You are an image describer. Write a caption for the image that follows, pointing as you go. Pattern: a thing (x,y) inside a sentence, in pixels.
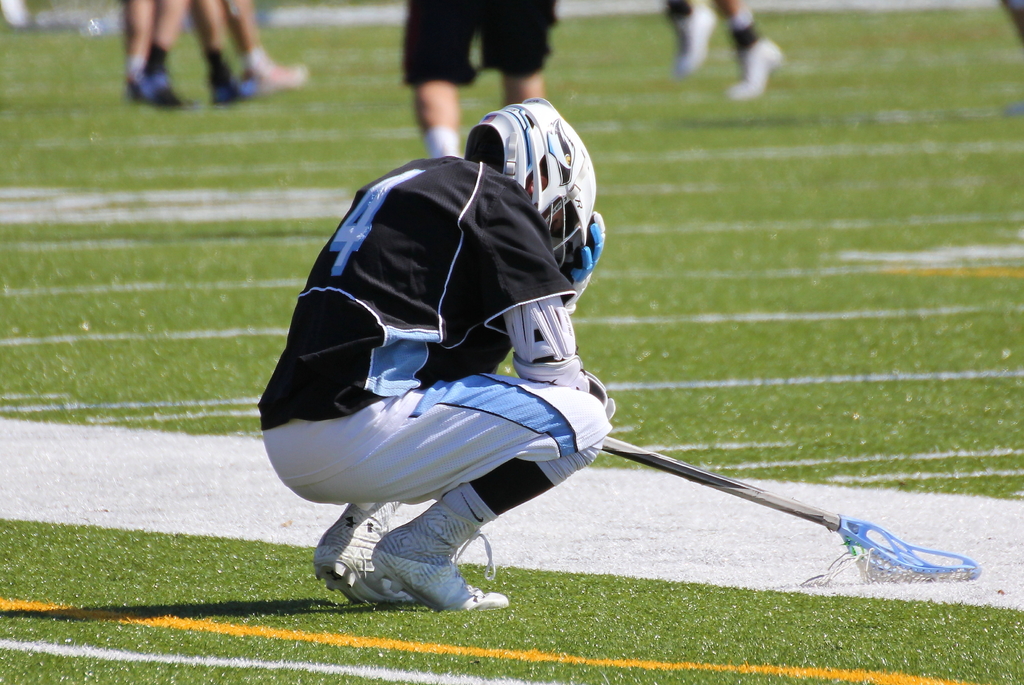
In the foreground of the picture (473,287) we can see a person (502,460) holding a net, he is wearing helmet (522,177). In this picture we can see a ground (660,258) covered with painting (263,203) and grass (342,110). At the top (363,36) it is blurred.
